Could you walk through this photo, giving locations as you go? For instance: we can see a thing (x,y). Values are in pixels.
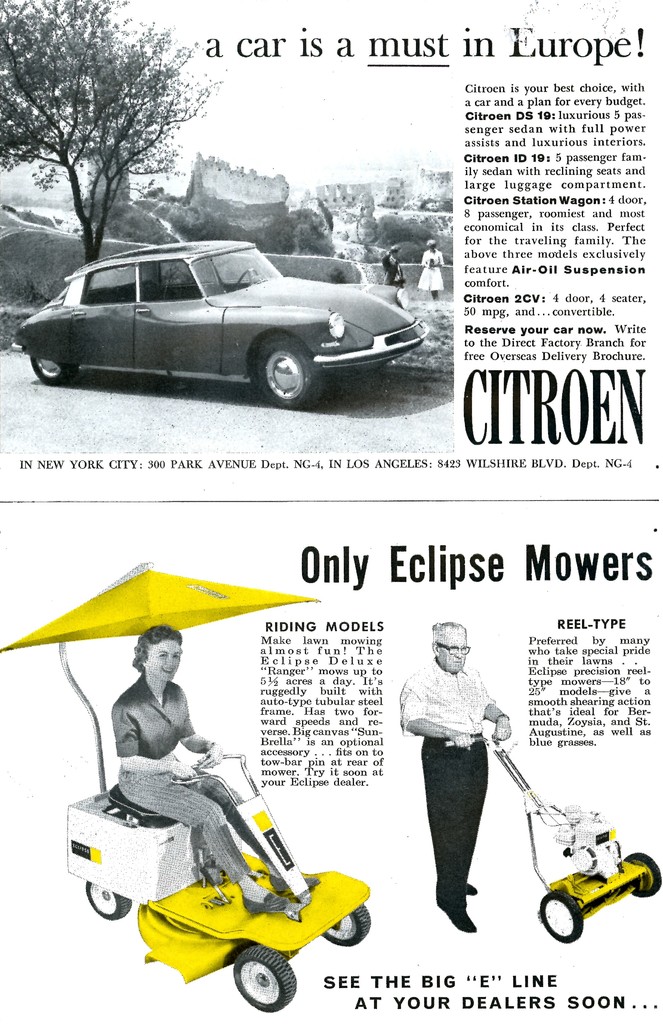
In this picture, we can see a poster (190,426) with some images (233,295) and some text (367,557) on it.
